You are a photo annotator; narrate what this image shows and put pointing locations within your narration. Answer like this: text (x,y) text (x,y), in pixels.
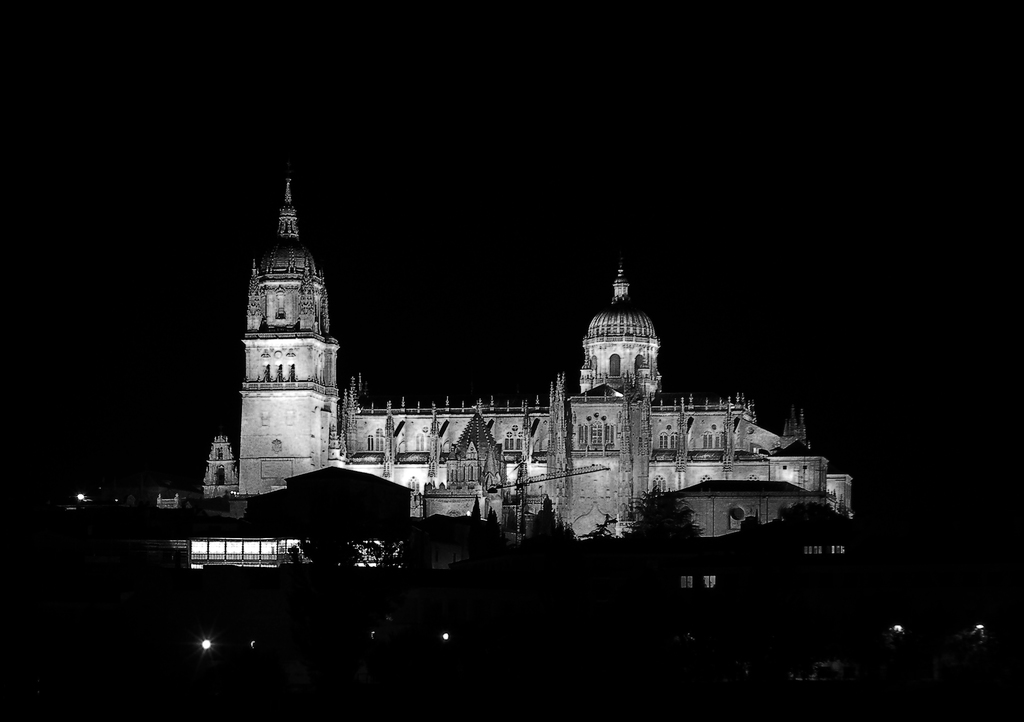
Here we can see a building (566,501), trees (961,638), and lights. There is a dark background (793,92).
